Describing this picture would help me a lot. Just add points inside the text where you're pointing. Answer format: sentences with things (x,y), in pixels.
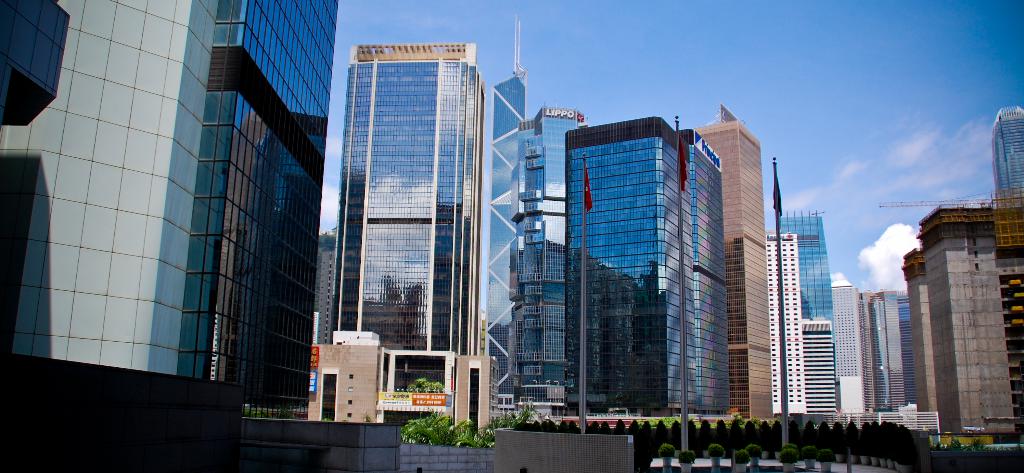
In this image there are buildings (445,339), In front of the buildings (411,411) there are trees (761,441) and plants (761,441). In the background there is a sky (662,58).
